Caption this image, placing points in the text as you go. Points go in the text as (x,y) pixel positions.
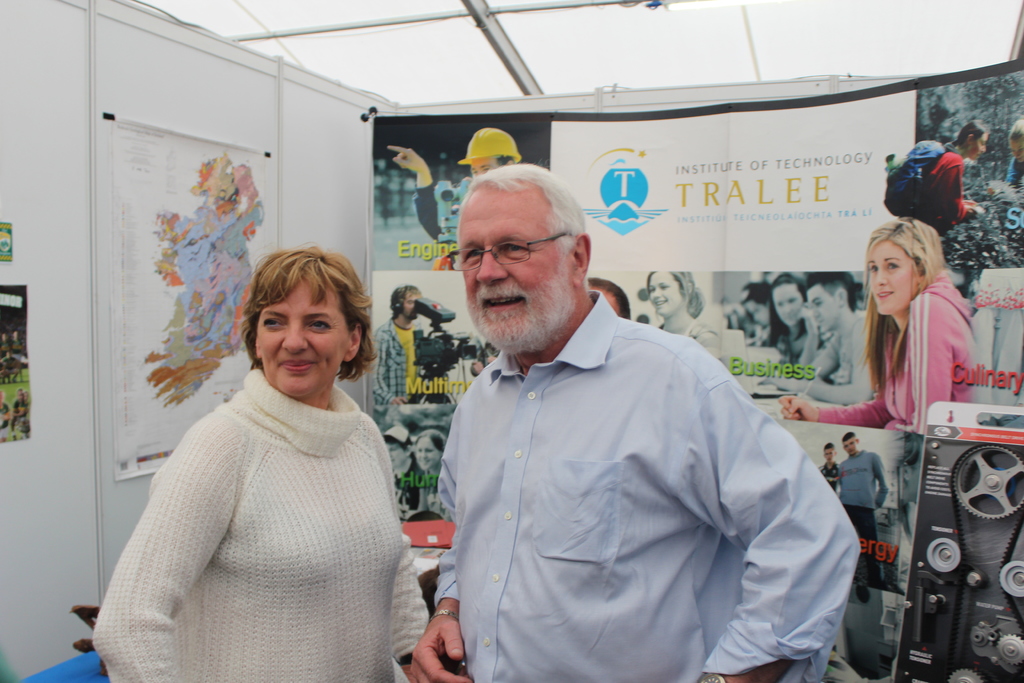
In this image we can see a man (570,530) and woman (313,478) is standing. Man (539,548) is wearing blue color shirt (585,572) and woman (326,577) is wearing white color top (331,571). Behind them big banner (729,204) is there with so many people (883,353) are present on it. Left side of the image (189,261) map (194,344) is present on white wall (34,239). The roof (705,35) is in white color.
